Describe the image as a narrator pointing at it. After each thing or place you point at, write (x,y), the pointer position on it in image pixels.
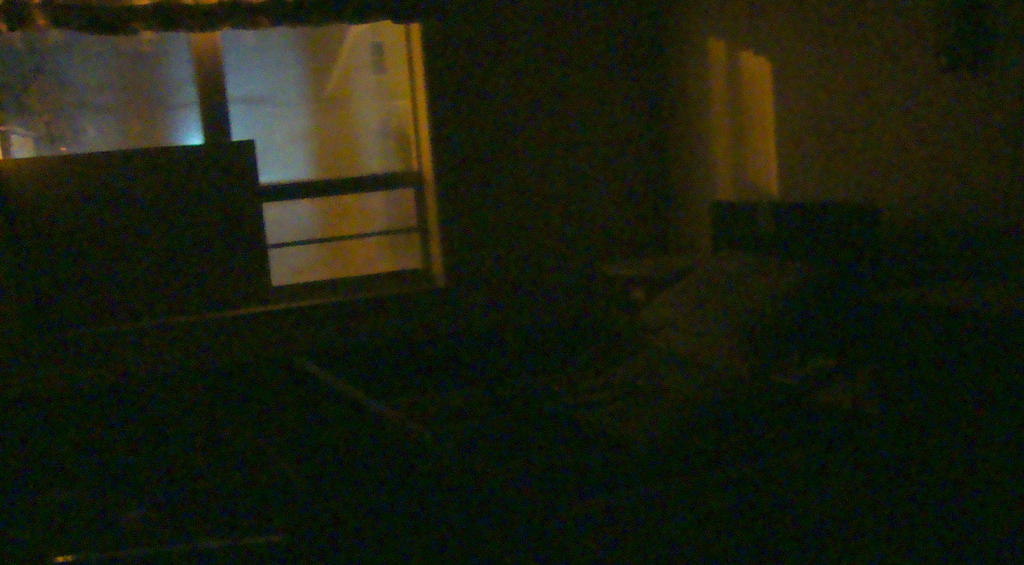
In front of the image it is dark. In the background (108,93), on the wall (491,253) there are glass windows (279,114). Behind the windows (340,102) there is a building (348,103).
